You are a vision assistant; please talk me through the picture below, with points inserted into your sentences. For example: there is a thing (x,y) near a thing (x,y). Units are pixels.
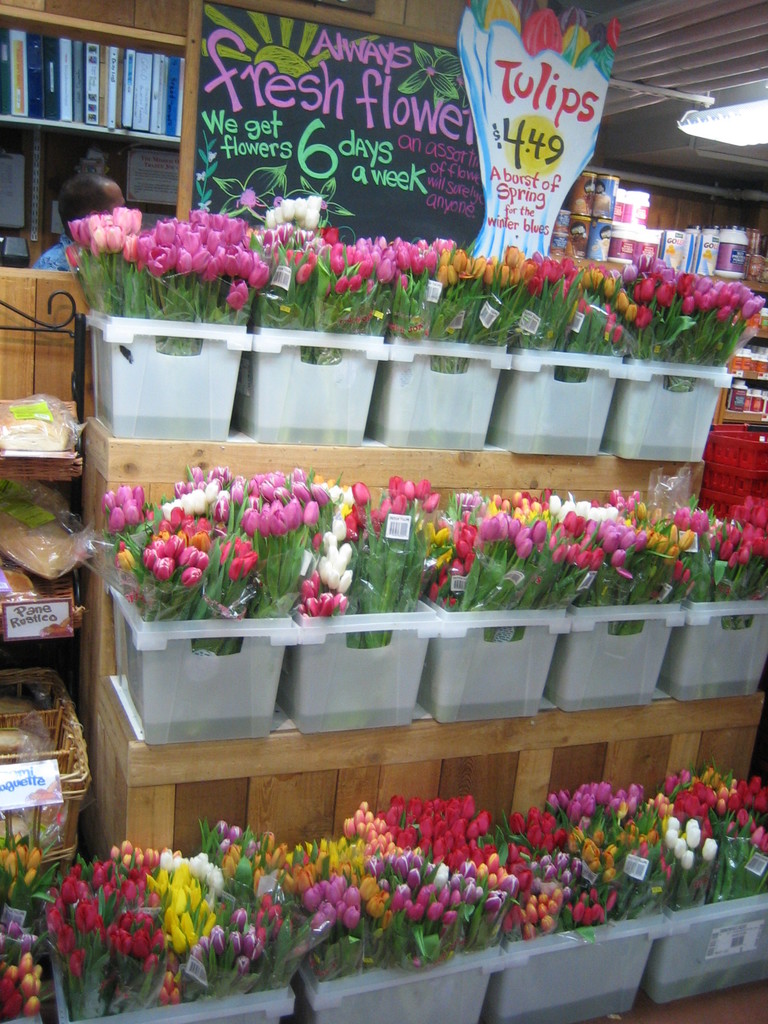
In this image there are flowers (463,600) with covers (163,590) in the plastic containers (227,376) on the wooden boards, and there are some items (57,576), boards (541,88), light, a person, books (173,118) in a shelf (41,220).
